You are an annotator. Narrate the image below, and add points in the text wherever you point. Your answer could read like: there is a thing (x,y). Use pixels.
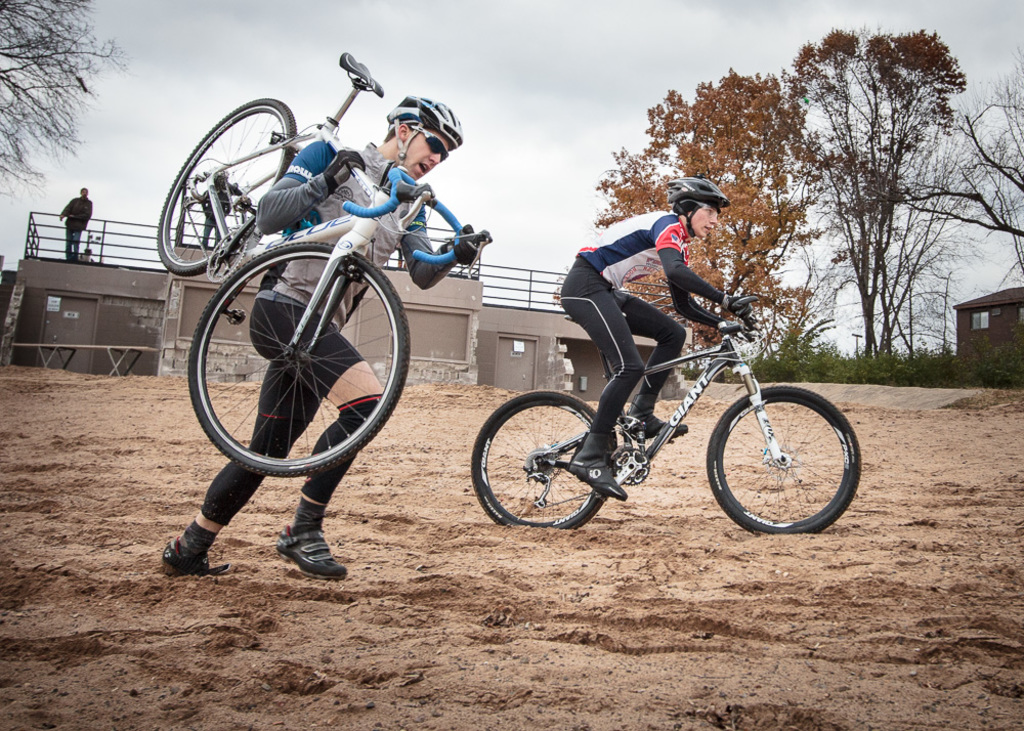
In this picture we can see a person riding a bicycle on the ground (556,552), another person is holding a bicycle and in the background (438,352) we can see buildings (424,365), person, trees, sky (749,16).
